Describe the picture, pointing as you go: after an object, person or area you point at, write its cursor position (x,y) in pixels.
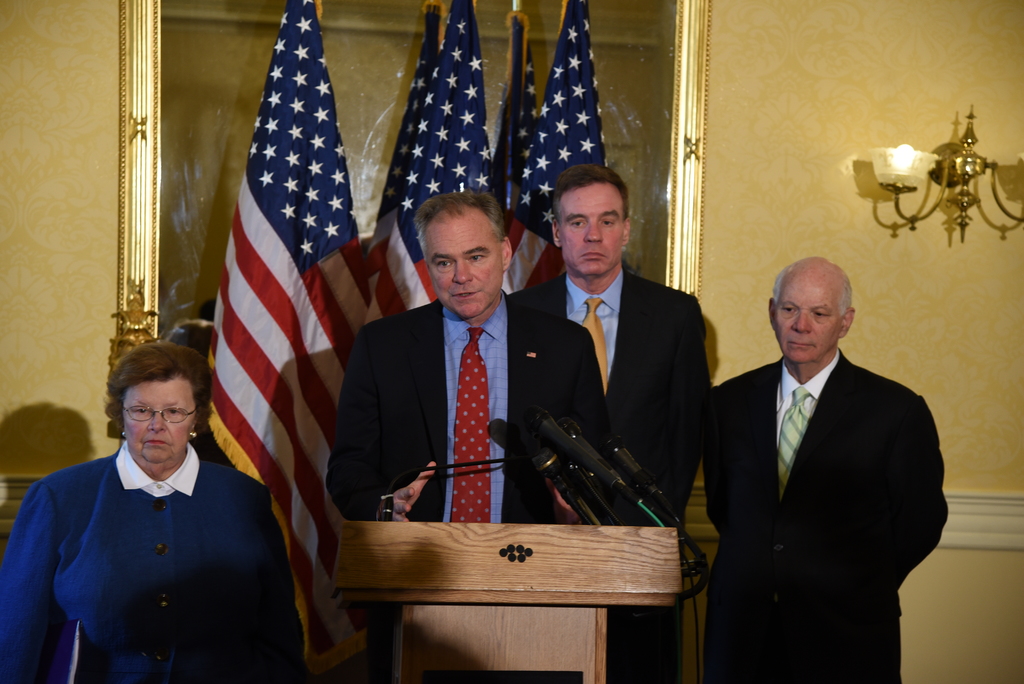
In this image one lady (147,503) is standing on left (237,513). Three men (462,333) are standing in front of them there podium (454,569) on it there are mics (557,425). On the background (411,301) there are flags (450,111), photo frame (182,134), light (897,152), wall (814,201).
